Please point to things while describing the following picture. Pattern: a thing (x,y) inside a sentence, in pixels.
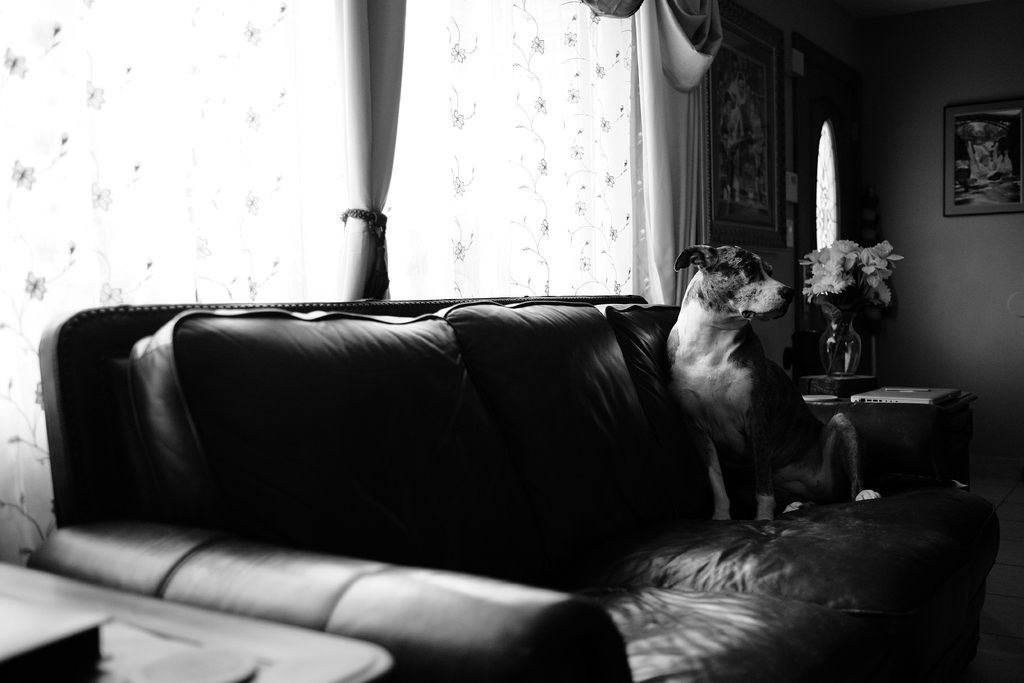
in a room (476,435) there is a sofa (663,527). on its right a dog (752,345) to its right there is a table (874,443) on which there is a laptop (915,400) and a flower pot (845,336). at the back (555,241) there is a curtain (352,204). on the right (960,325) there is a wall (928,300) on which there is a photo frame (967,193).
